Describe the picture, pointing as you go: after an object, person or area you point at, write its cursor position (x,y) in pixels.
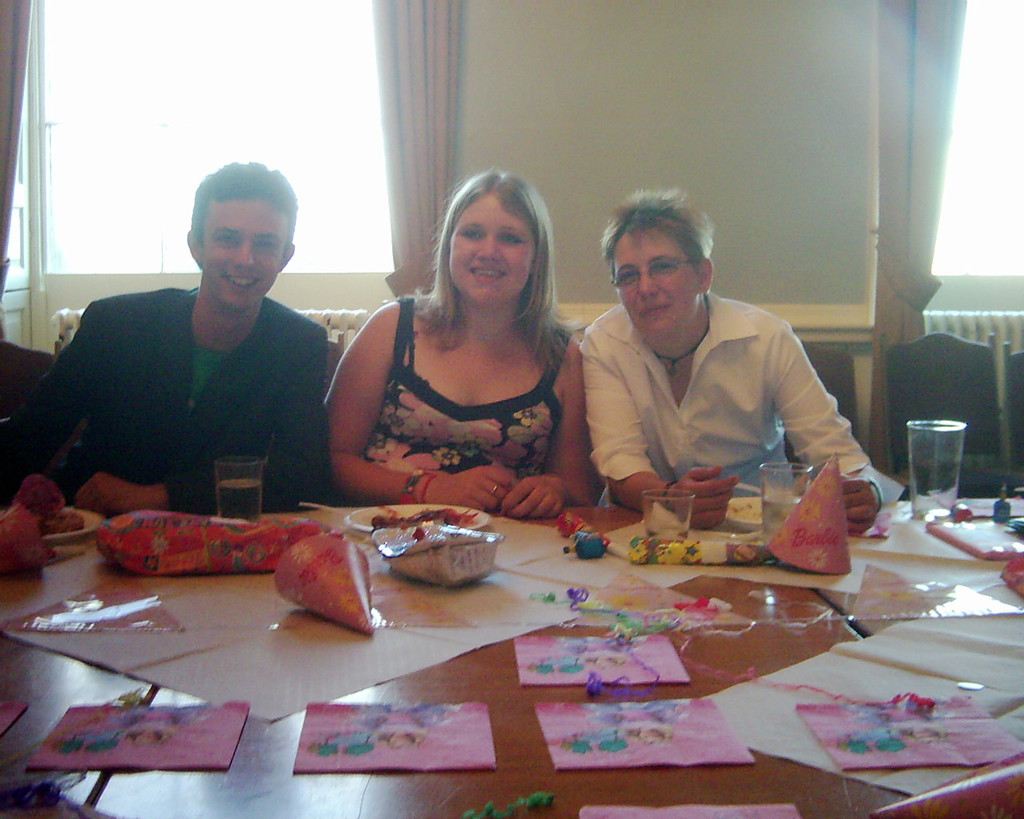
In this image, there are three persons (125,472). In the front (440,681), there is a table (670,775) on which there are tissues (630,764), caps (347,548), chocolates (650,541), glasses (650,526) and food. To the left (169,395), the man (175,385) is wearing black color jacket (239,385). To the right (759,439), the person (742,428) is wearing white shirt (731,420). In the background (404,107), there is a window curtain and wall (736,159).
